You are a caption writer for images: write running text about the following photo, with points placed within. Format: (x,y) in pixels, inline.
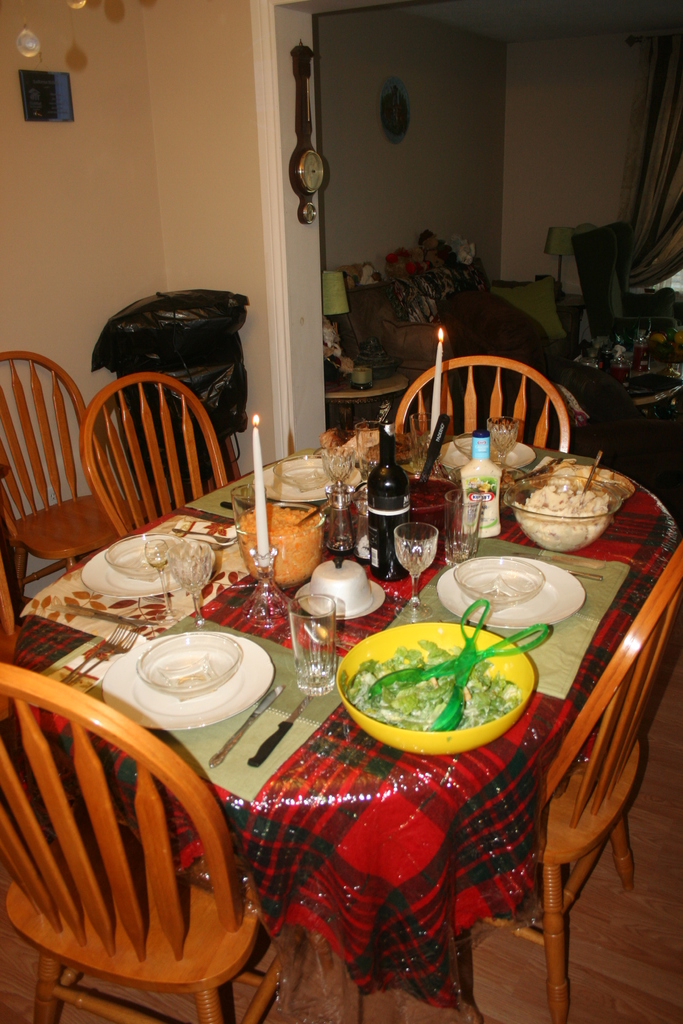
In this image there is a table (447,828) and we can see bowls (385,643), glasses (308,600), bottles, candles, knife (276,696), spoons (405,672) and some food (400,661) placed on the table (355,866). We can see chairs (647,629). In the background (230,103) there is a wall (526,197) and we can see a curtain (646,199). There is a sofa (383,331) and we can see lamps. There are decors (300,208) placed on the wall (361,132).
